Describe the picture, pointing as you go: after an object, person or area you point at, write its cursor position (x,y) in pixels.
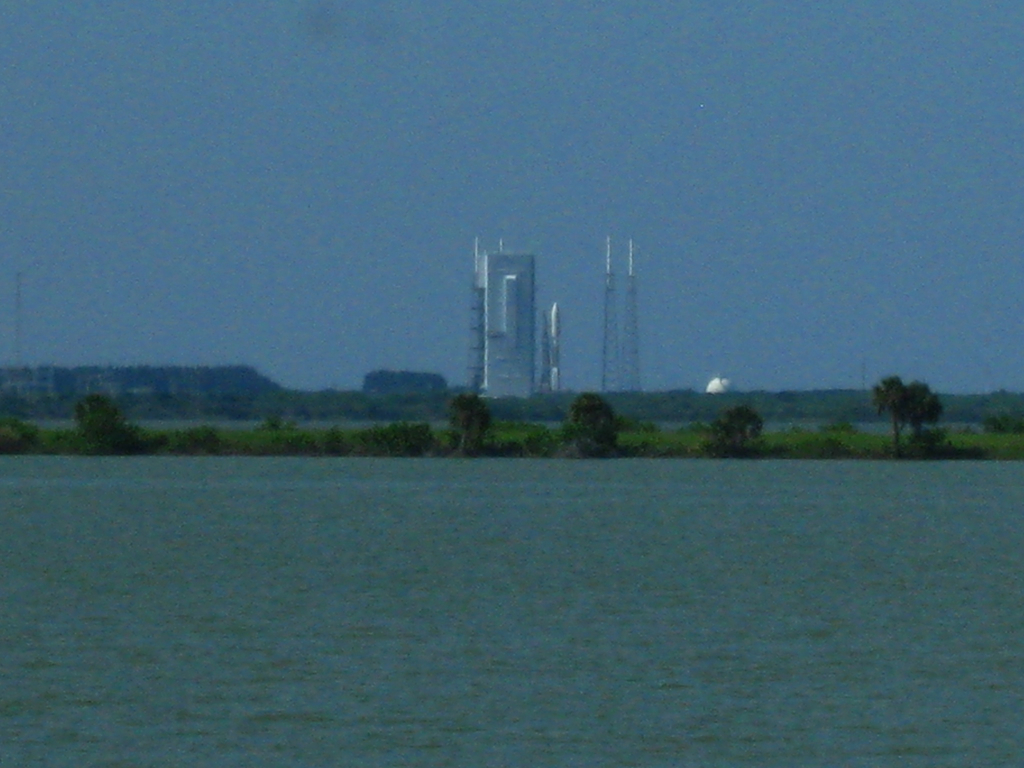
This picture is taken from outside of the city. In this image, we can see water (865,488) in a lake (281,457). In the background (220,451), we can see some trees (387,409), electric pole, plants (272,417), rocket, metal instrument (489,298). At the top (511,219), we can see a sky (708,165).
